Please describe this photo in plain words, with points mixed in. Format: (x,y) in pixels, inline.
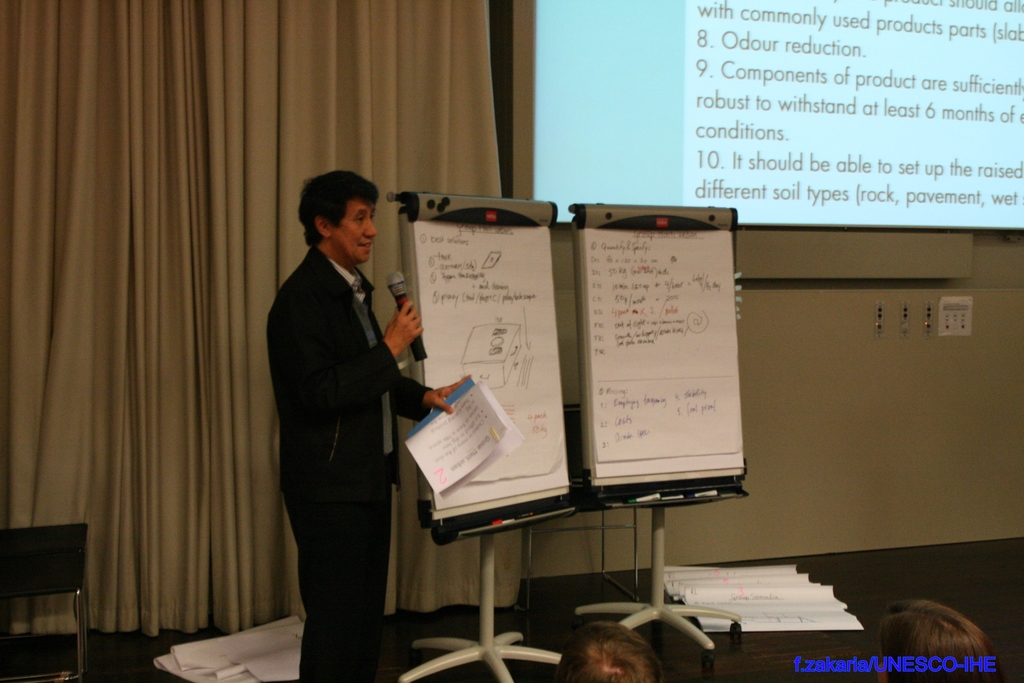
This picture seems to be clicked inside the room (612,519). In the foreground (638,638) we can see the two persons (937,638) and some objects (760,614) lying on the floor (911,596) and we can see the text (621,294) and the drawings (494,331) on the papers (515,352) which are attached to the metal stands (453,519). In the background (818,386) we can see the wall (890,329), projector screen (823,114), curtains (212,129) and a chair (49,563) and we can see a person (358,237) wearing suit (337,322), holding a microphone (402,291) and a paper (432,434) and standing and we can see the text (439,445) on the paper (483,422) and on the display (782,95) of the projector screen (806,101). In the bottom right corner (938,659) we can see the text (828,663) on the image.
